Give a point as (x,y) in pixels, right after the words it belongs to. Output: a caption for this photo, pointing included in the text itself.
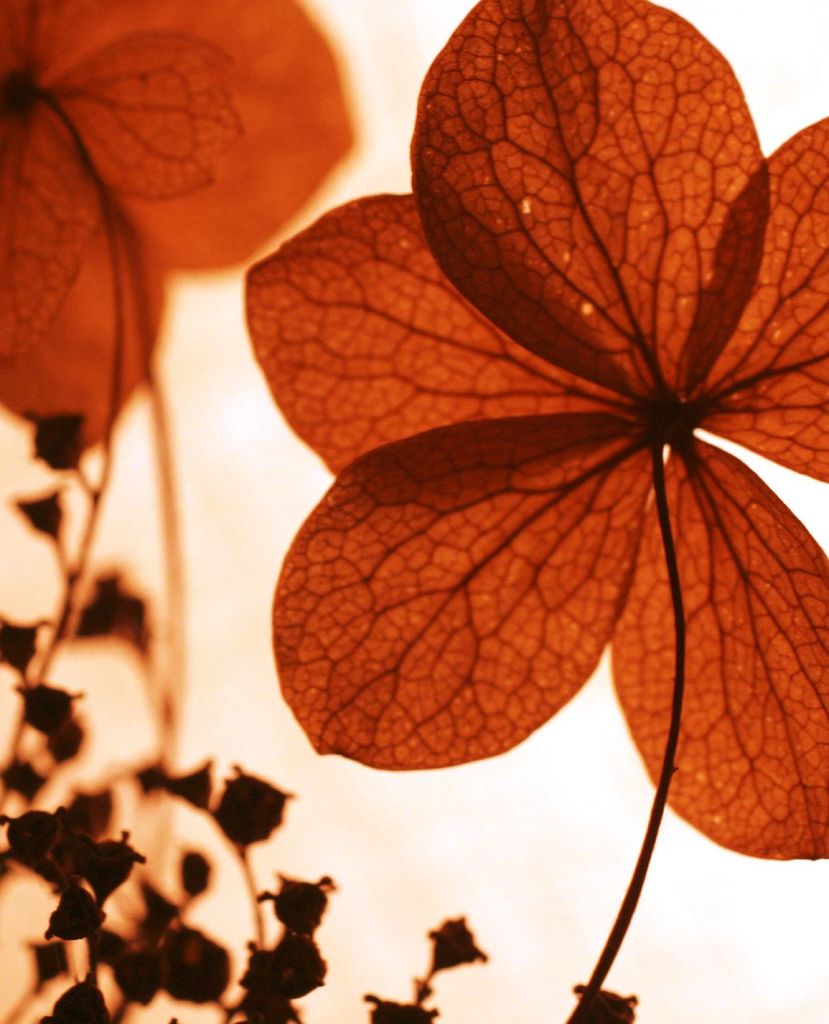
In the image there is a plant (590,280) in the front (554,12) and behind there is a light reflection (226,652).
